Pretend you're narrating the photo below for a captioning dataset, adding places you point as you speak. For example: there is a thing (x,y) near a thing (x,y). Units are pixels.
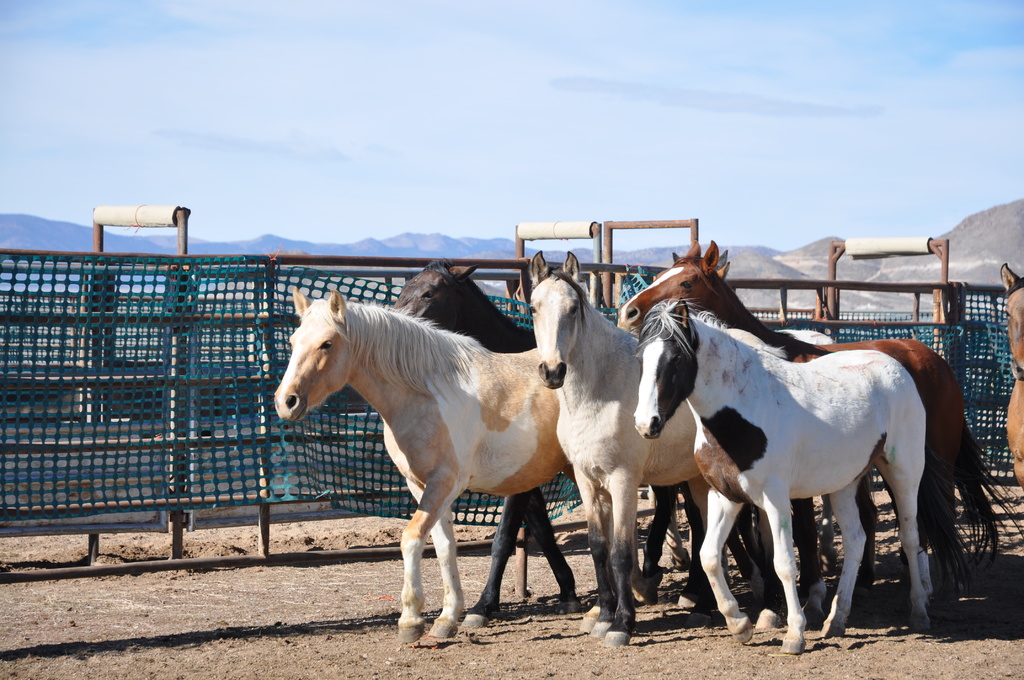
In this picture, there are group of horses (560,327) at the bottom right (780,518). The horses (662,500) are in different colors. Behind them, there is a fence (90,400). In the background (591,203), there are hills (822,244) and sky (518,159).
